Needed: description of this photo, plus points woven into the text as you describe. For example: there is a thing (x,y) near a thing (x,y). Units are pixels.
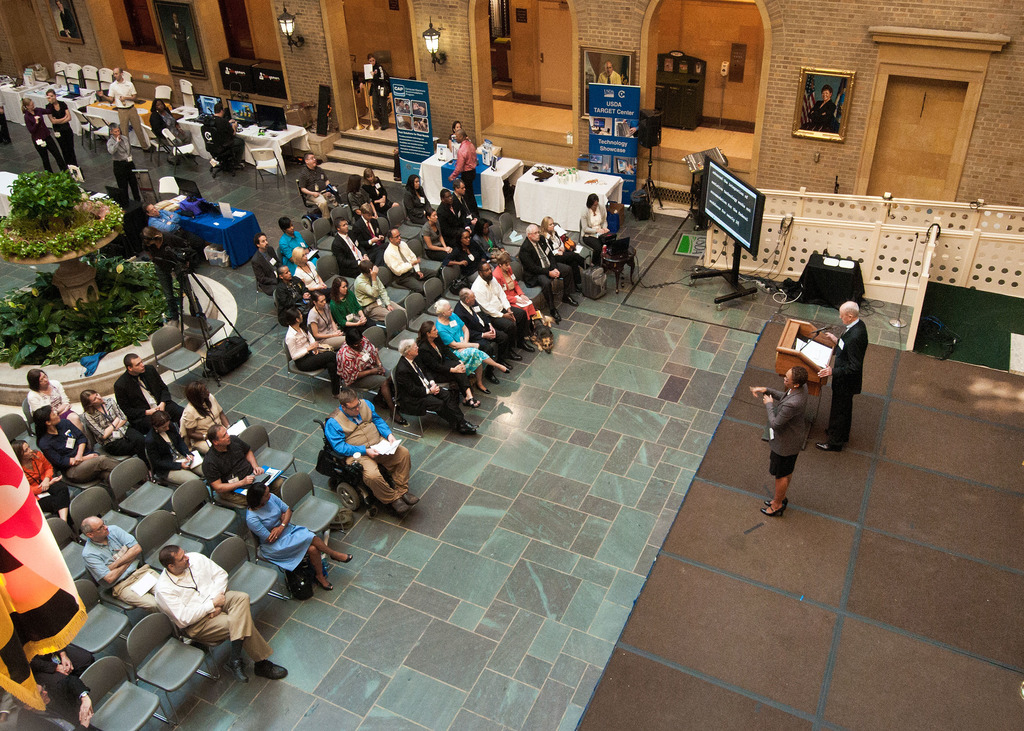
In the image in the center (368,263), we can see a group of people (347,367) were sitting on the chairs (329,264). And we can see tables (76,124), chairs (61,65), banners (404,85), flags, plants (40,184) and a few other objects (187,201). On the right side (779,412), we can see two persons (841,333) were standing. In front of them, there is a wooden stand (786,363), microphone (820,329) and books (814,341). In the background (727,32) there is a wall (864,20), staircase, doors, photo frames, lamps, cupboards (671,64) and a few other objects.
